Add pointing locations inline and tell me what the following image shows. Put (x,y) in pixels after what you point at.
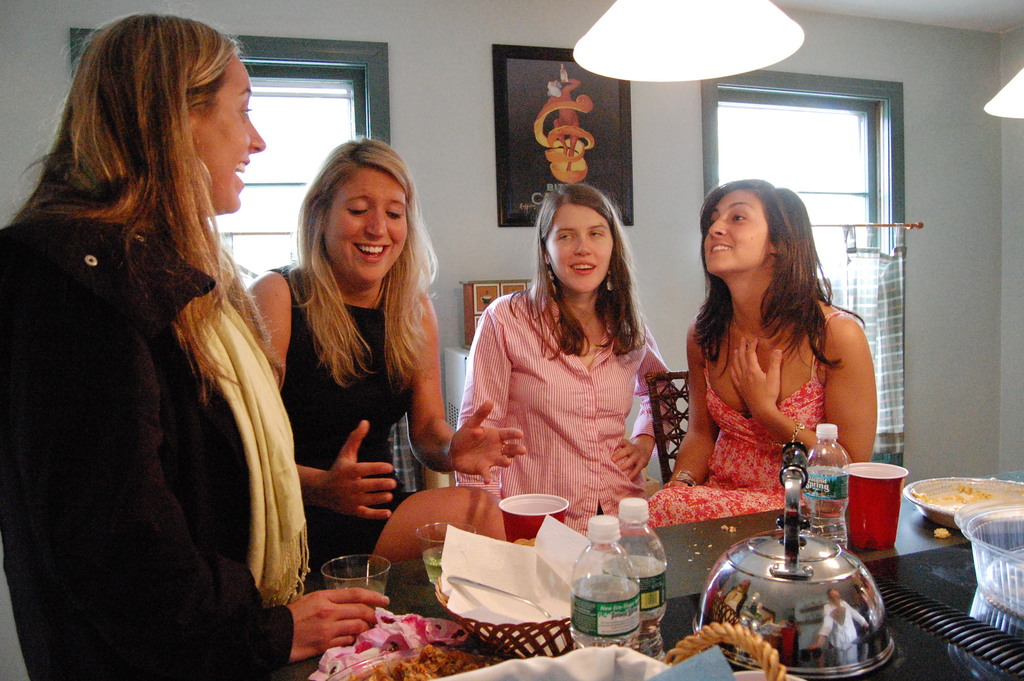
In this picture we can see group of people (368,275), they are all smiling, in front of them we can see few glasses (384,580), cups (879,479), bottles (620,541), baskets (748,636) and other things (811,584) on the table (689,578), behind them we can see curtains (899,350) and a frame (507,156) on the wall (487,153), at the top of the image (638,48) we can find a light (653,55).
